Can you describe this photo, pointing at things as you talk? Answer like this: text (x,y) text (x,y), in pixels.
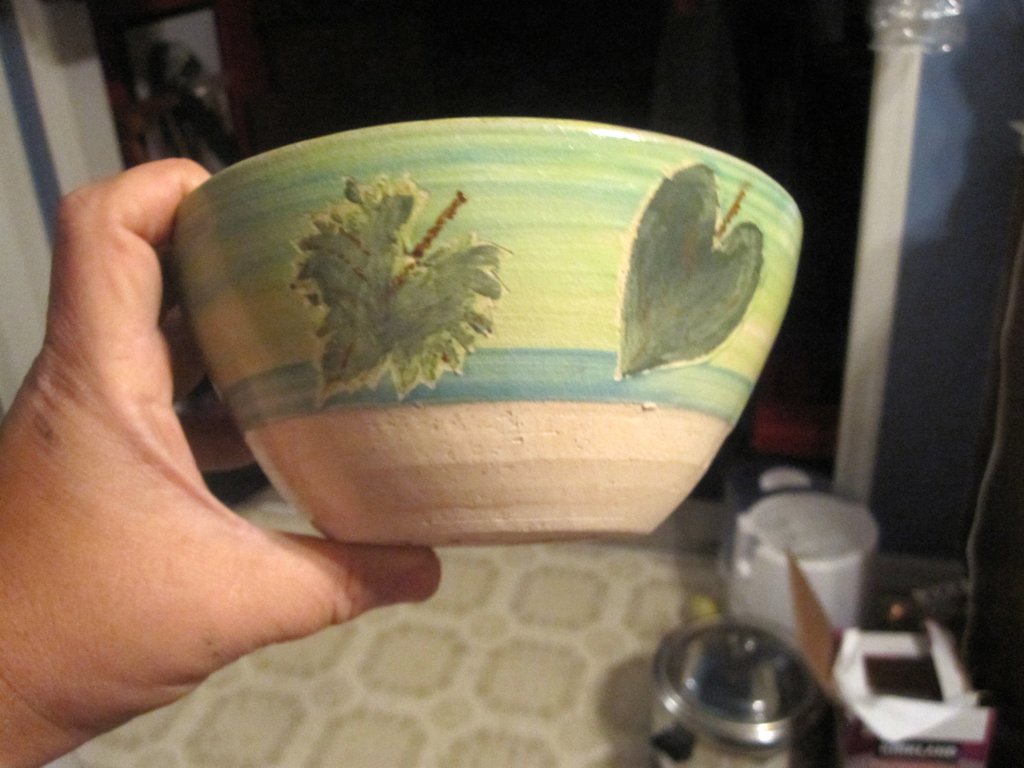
In this image I can see the person (204,561) holding the bowl (405,460) which is in green, blue and cream color. I can also see the leaves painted on it. To the right (692,652) I can see the box (969,704), many utensils (732,656). And there is a black background (575,8).
